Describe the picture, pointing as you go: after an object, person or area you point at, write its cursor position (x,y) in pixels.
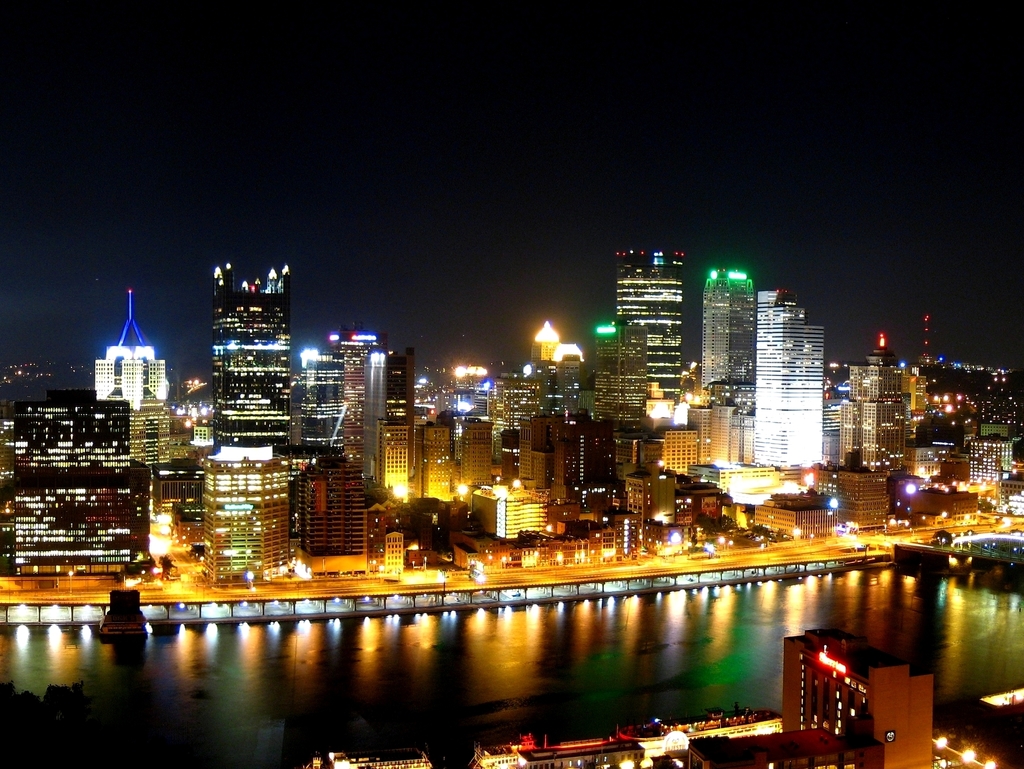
These are the buildings (80,408) with lights (227,414), this is the water (570,667). At the top (412,136) it's a sky (476,151) in the night.
